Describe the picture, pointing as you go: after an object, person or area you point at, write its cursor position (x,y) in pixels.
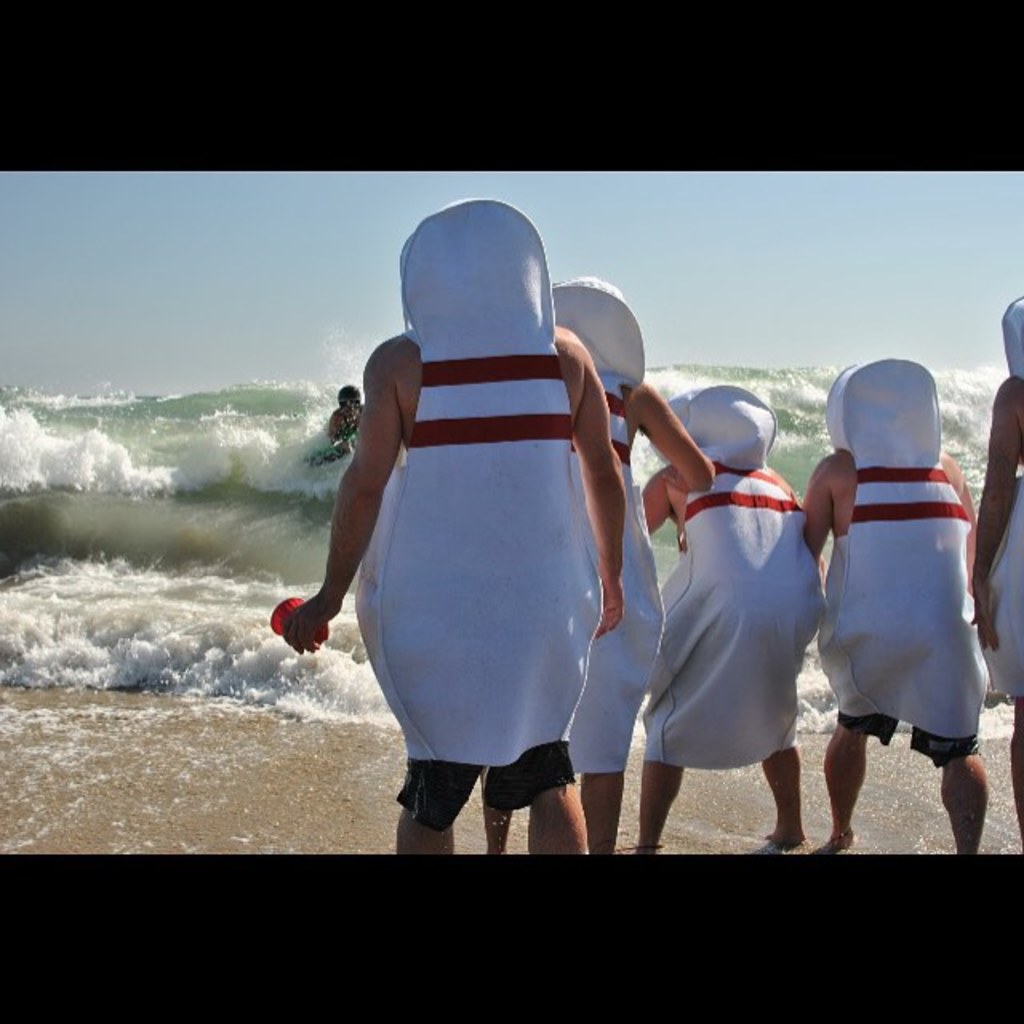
In this image we can see people (624,545) in the same costume (564,414) and we can also see water (30,465) and sky (352,177).
